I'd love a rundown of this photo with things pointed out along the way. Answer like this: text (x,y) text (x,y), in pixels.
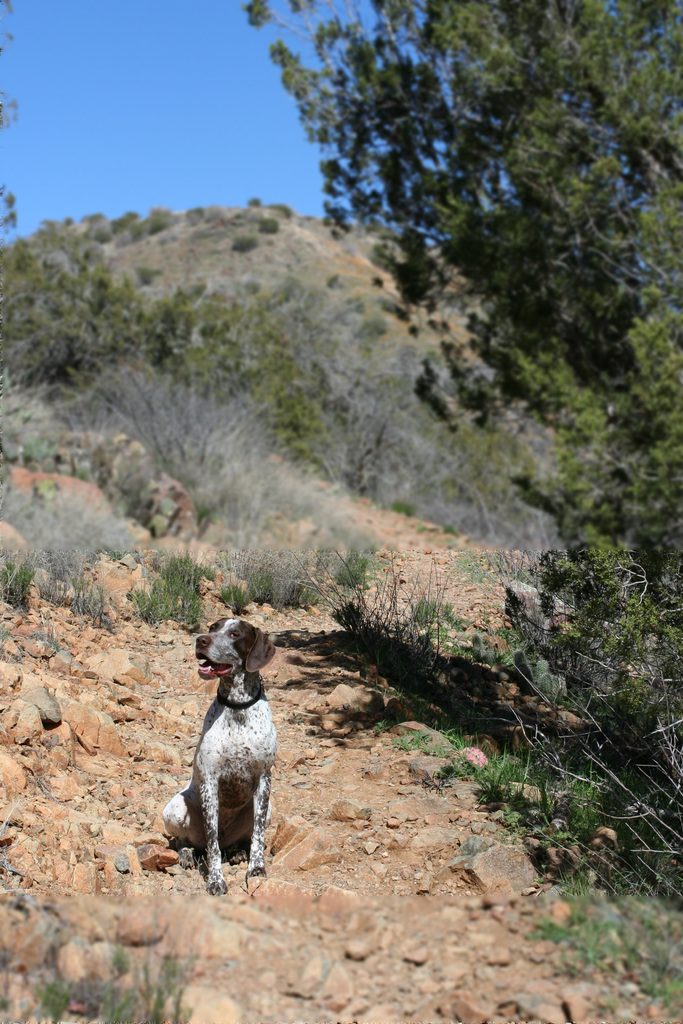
In this image in the center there is a dog (222,781) sitting on the ground (373,889) and there are stones (278,877) on the ground (435,860). On the right side (600,419) there are plants (618,514). In the background (235,401) there are dry trees (256,450) and there are plants (192,302).
